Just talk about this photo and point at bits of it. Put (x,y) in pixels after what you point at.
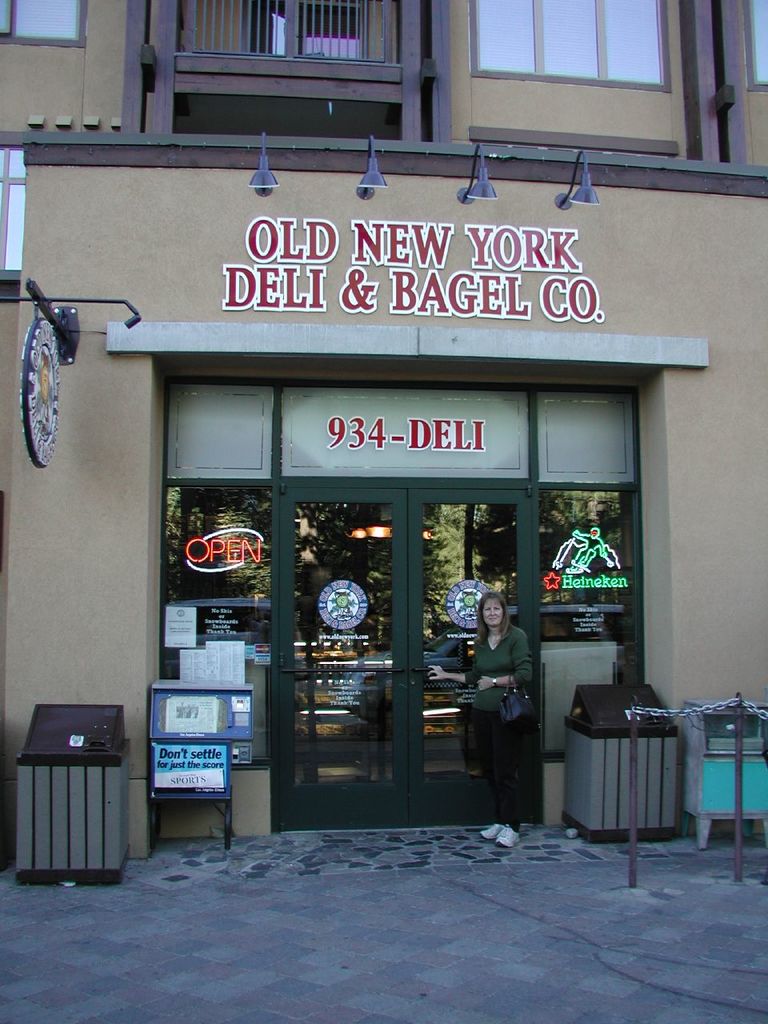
In this picture I can see a building (411,486). On the wall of a building (532,820) I can see something written on it and lights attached to the wall (443,279). On the right side (631,721) I can see fence (740,814). I can also see some objects (689,797), a door (354,721) and a woman (508,780) standing beside the door (368,707). The woman (511,771) is holding a bag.
